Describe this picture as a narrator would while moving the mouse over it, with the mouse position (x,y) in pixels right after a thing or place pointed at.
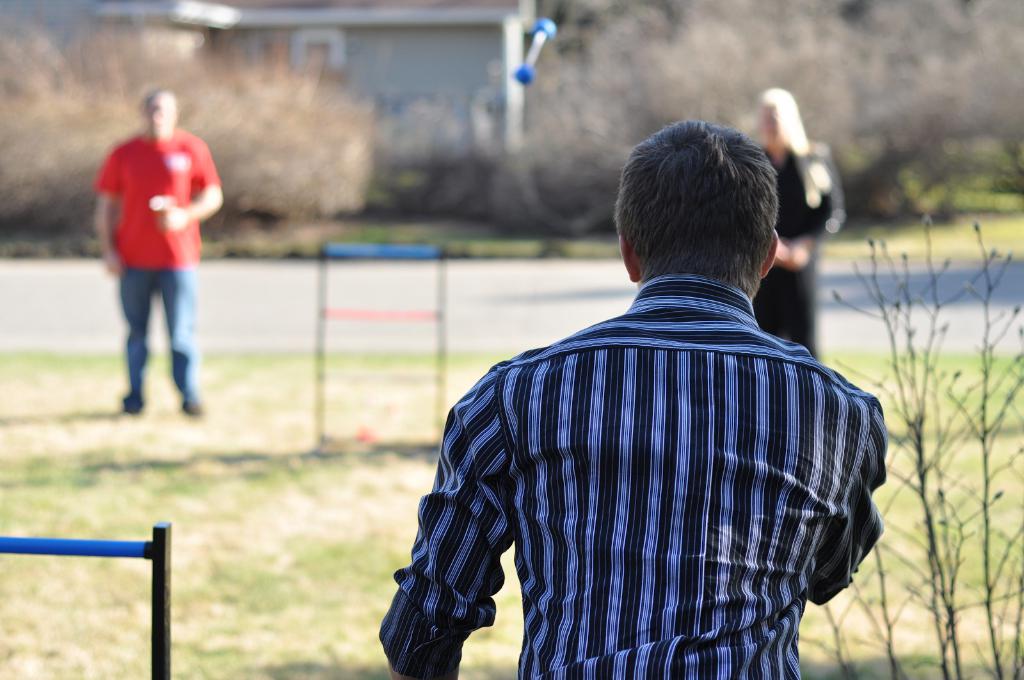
In this image there is a metal object (134,552) and a person (214,210) on the left corner (158,89). There is a person (671,537) in the foreground (540,539). There is a person (810,154) on the right corner (826,200). There is a metal object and buildings (393,21) and trees (569,41) in the background (510,42).
